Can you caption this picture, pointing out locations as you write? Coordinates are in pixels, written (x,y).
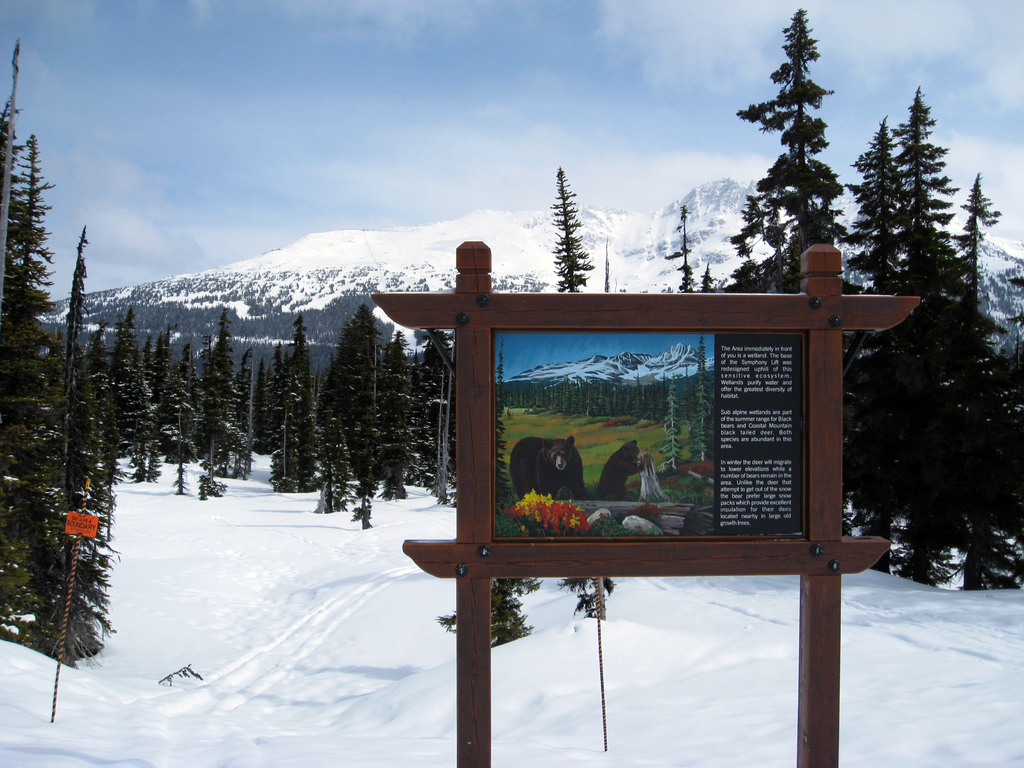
In this picture we can observe the board (605,390) fixed to the brown color poles (814,696). We can observe some text (738,434) on the board (625,489). There is snow (267,690) on the land (647,693). There are trees (388,426). In the background (297,239) we can observe hills (432,244) and a sky (438,141) with some clouds (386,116).
